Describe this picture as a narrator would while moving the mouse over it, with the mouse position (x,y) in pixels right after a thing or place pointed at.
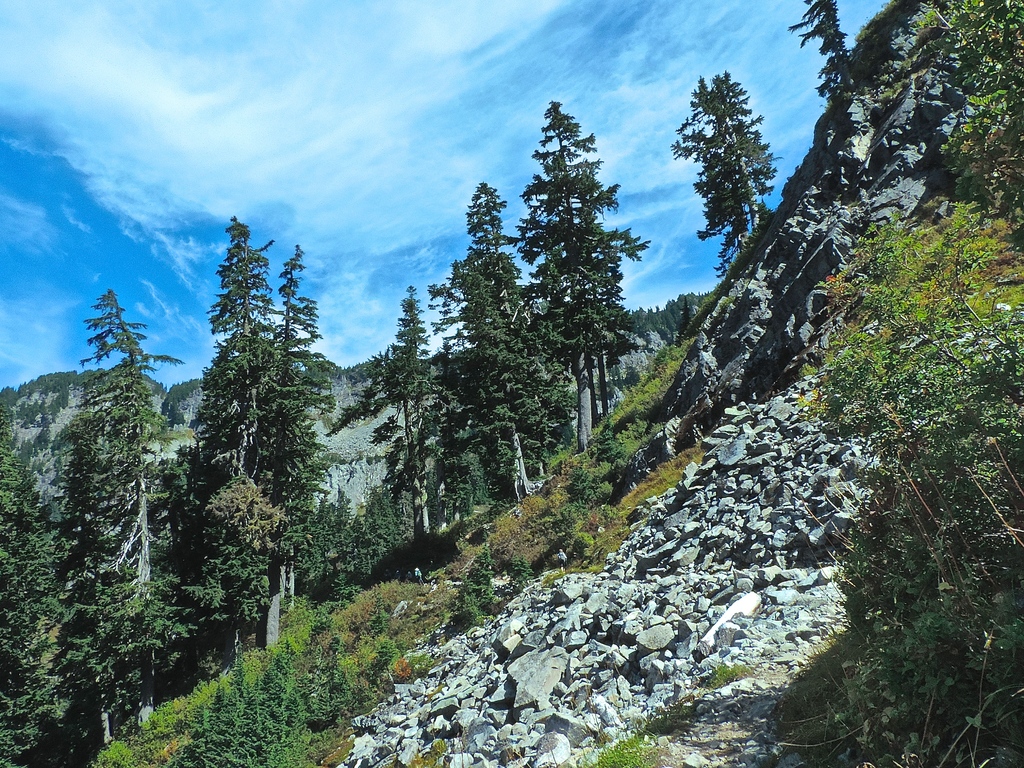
In this image I can see few stone (712,689), trees (286,379) in green color.
